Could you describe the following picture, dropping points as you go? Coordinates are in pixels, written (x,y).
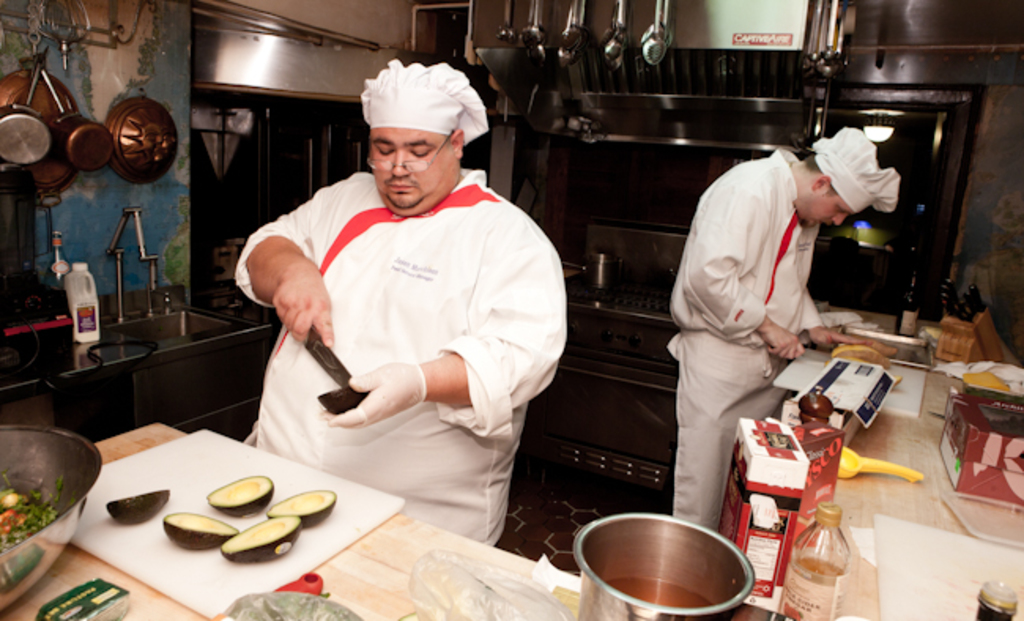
There are two persons (523,416) standing and wearing a white color dress (538,306) in the middle of this image (514,328). There is a kitchen countertop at the bottom of this image (923,442). We can see there are some objects (778,507) kept on it. There is a wall (167,203) in the background (179,284), and there are some bowls (75,151) and some other objects (13,130) are attached to it.
